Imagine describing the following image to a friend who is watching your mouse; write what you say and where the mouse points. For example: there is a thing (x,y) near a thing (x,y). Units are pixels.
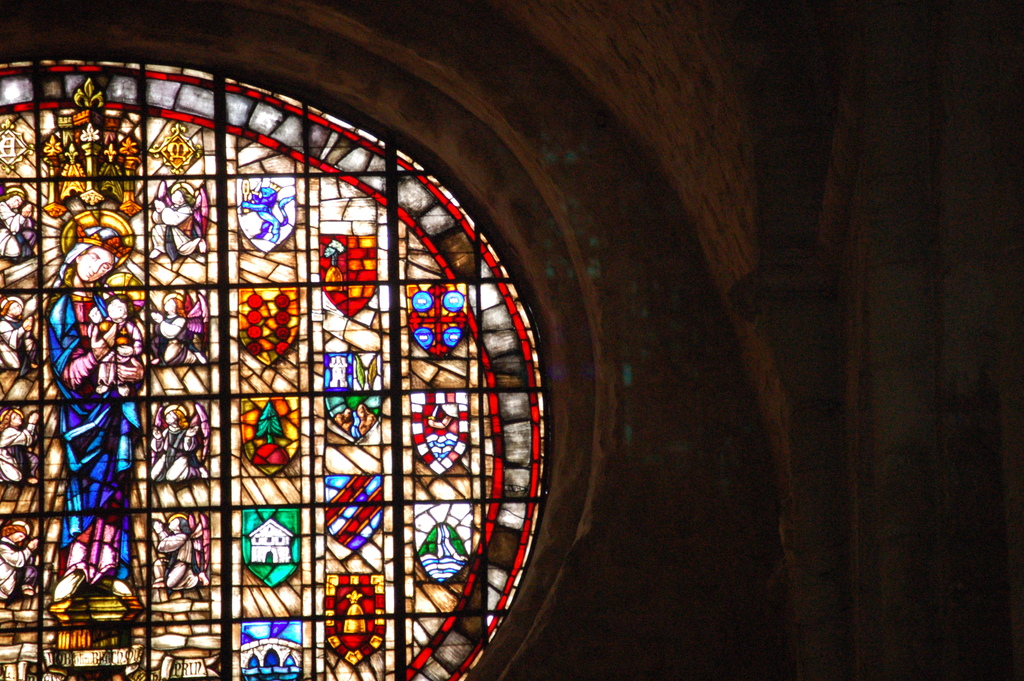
In the picture we can see inside view of the church (672,347) with a glass (51,191) and a painting (113,210) of a woman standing and holding a baby (136,332).
